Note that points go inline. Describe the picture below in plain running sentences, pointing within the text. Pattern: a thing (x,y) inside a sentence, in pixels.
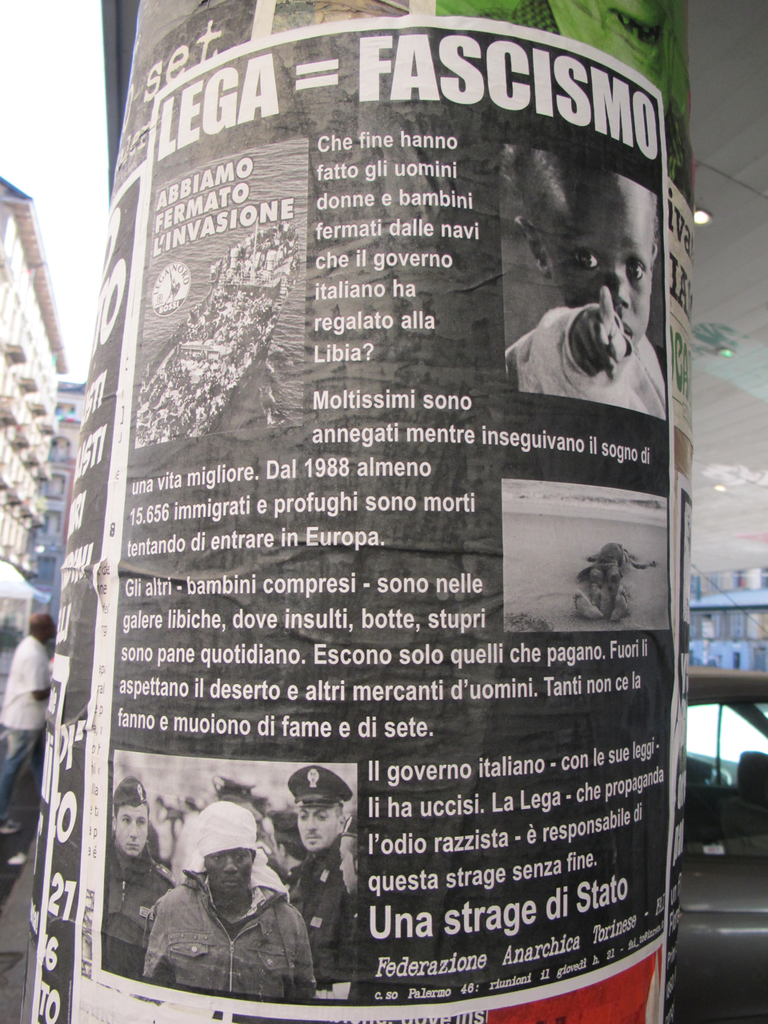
In the center of the image (352,617) we can see a poster (569,414) with some text (402,93) and pictures (242,896) pasted on a pillar (269,385). On the left side of the image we can see a person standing on the ground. On the right side of the image (752,766) we can see a vehicle (758,754) and some lights (701,220) on the roof (711,434). At the top of the image (62,48) we can see the sky (62,50).
